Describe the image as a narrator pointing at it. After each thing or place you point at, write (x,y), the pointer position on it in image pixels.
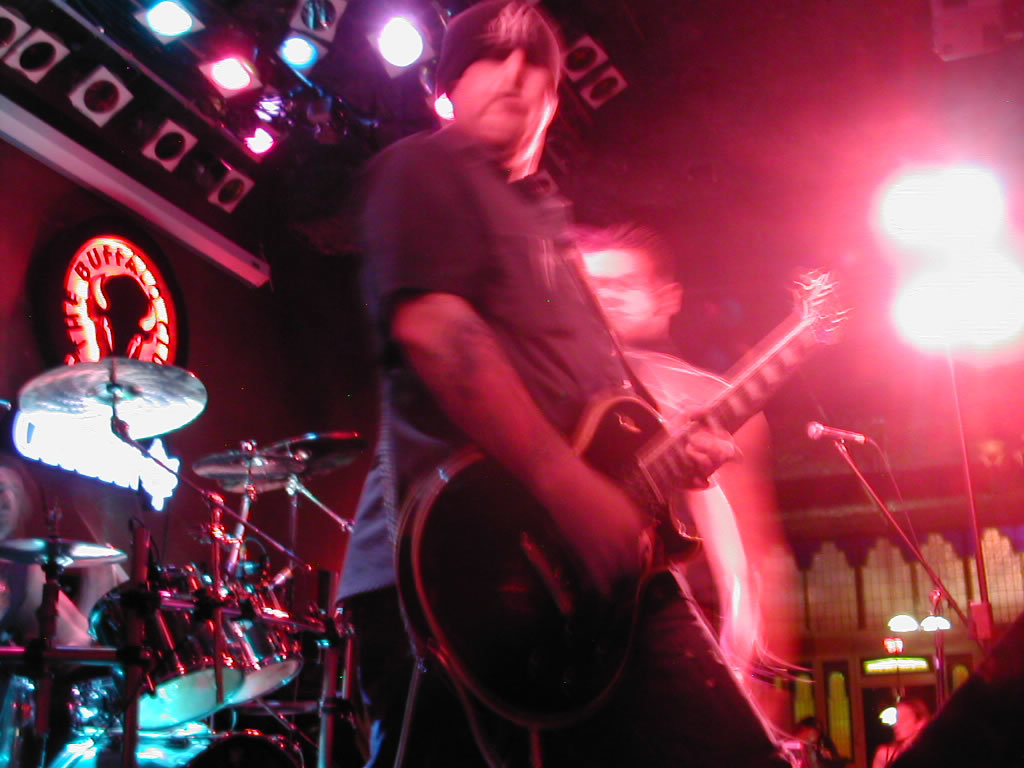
There is a man (463,118) in center (463,258) standing, holding and playing guitar (550,614). In the background (974,186), there are lights (978,227), wall (835,400), window (884,563), mic (817,433) and stand (936,592). On the right hand side (698,569), there are some persons (913,727). On the left hand side (57,443), there is a drum (66,758) and hoarding (148,319) on the wall (32,209).
